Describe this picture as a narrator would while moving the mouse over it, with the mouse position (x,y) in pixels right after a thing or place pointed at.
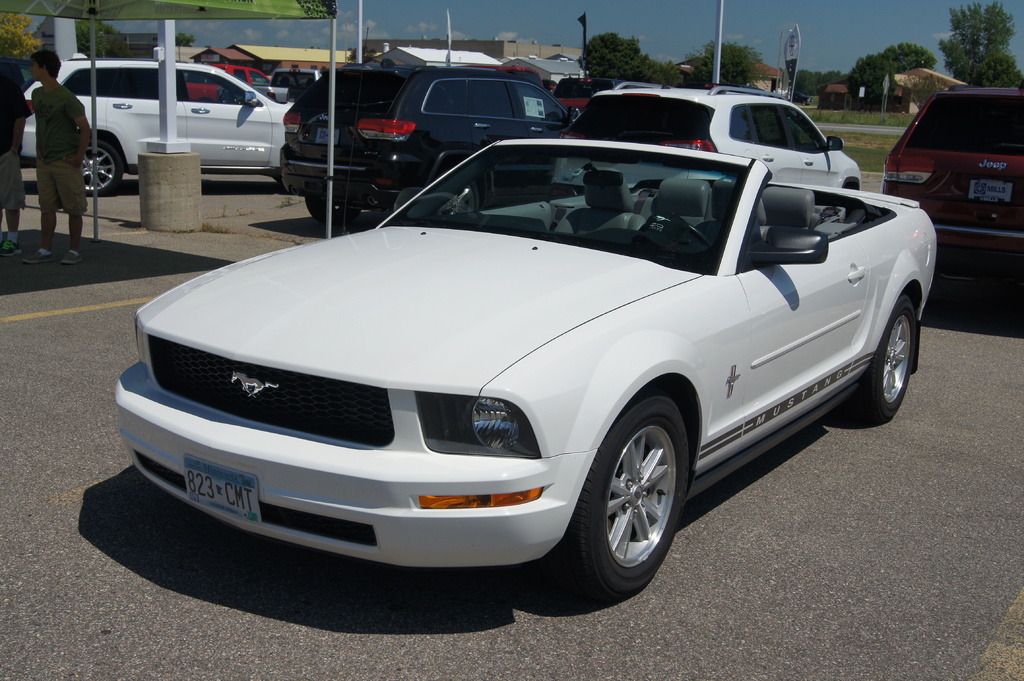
In this picture I can see vehicles (448,315) on the road (975,515), there are two persons (35,102) standing, there are buildings (923,76), trees (995,30), there is an umbrella (164,6), and in the background (941,22) there is the sky (831,21).
